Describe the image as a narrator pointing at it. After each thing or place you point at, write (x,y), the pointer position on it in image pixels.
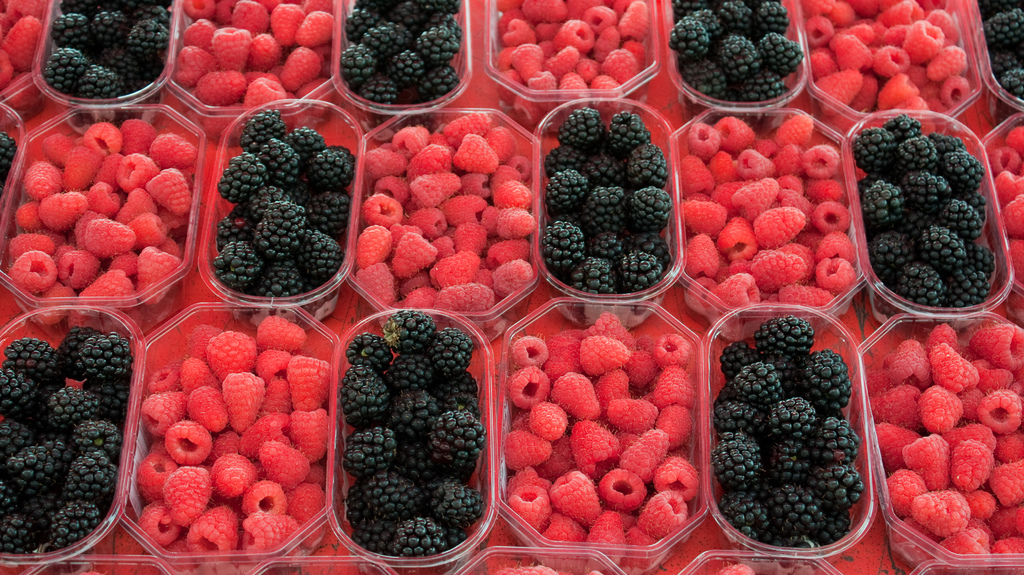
This image consists of berries (532,356). They are black and red in colors which are kept in the boxes (493,496).
